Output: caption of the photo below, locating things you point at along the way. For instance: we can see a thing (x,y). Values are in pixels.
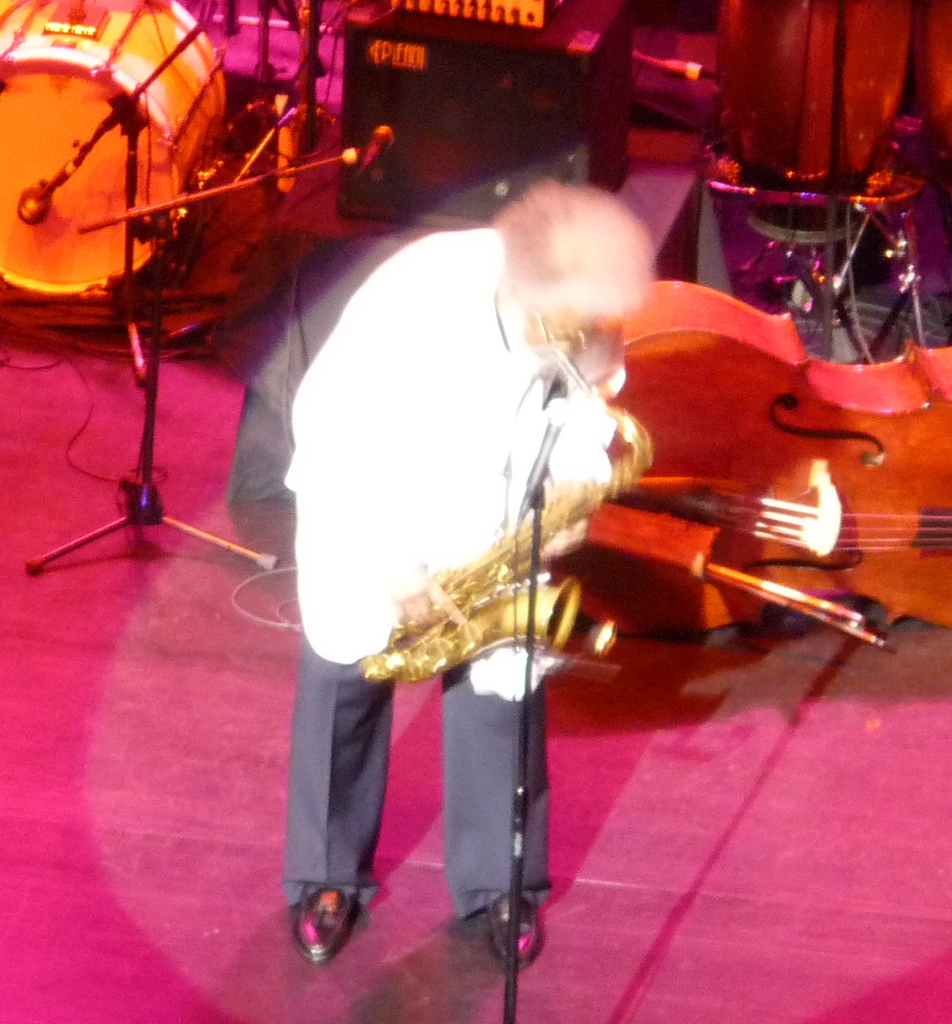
There is a man (325,381) standing in stage (438,774) and playing saxophone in front of microphone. Behind him there are so many musical instruments (876,121).
